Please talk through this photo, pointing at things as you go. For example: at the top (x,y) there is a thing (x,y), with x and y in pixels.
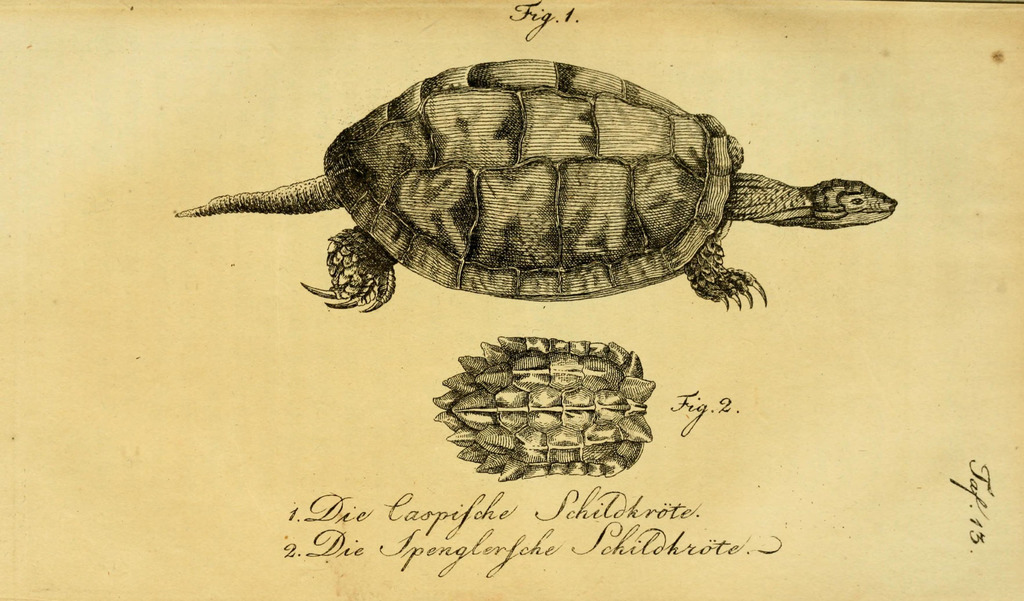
In this image there is a paper (338,394). There is a tortoise diagram (617,288) and text (586,549) on the paper (546,402).
